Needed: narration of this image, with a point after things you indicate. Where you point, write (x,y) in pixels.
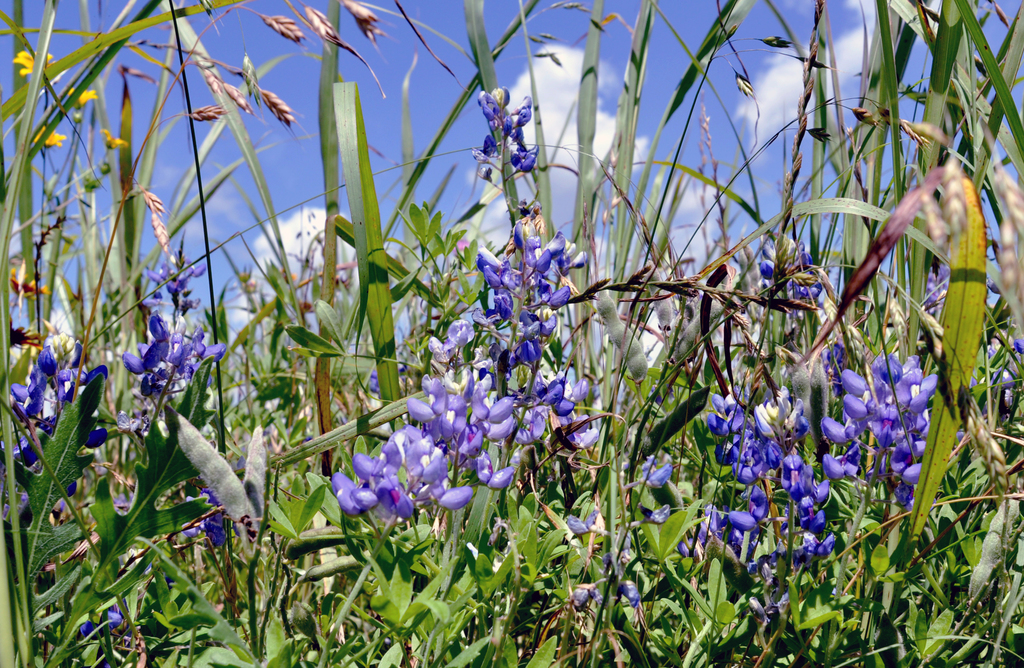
In this image we can see plants (638,395), flowers (129,360) and grass (997,447). In the background of the image (845,25) there is the sky (673,64).
